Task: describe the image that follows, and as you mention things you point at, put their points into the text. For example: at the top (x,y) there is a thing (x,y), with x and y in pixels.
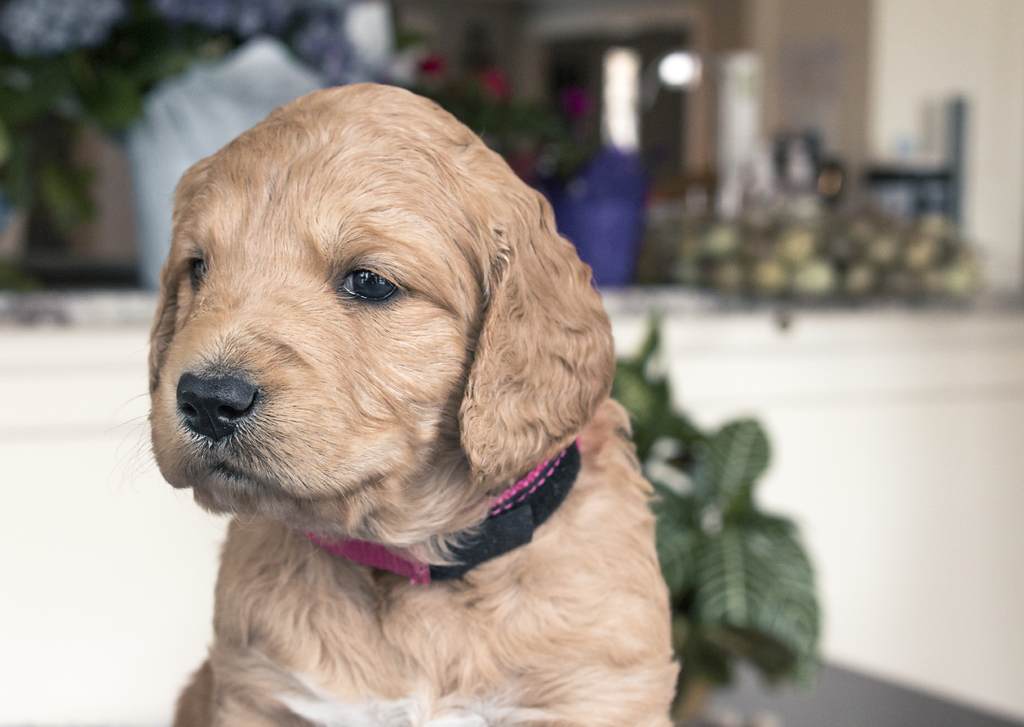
There is a brown puppy (466,459) and the background (96,12) is blurred.
